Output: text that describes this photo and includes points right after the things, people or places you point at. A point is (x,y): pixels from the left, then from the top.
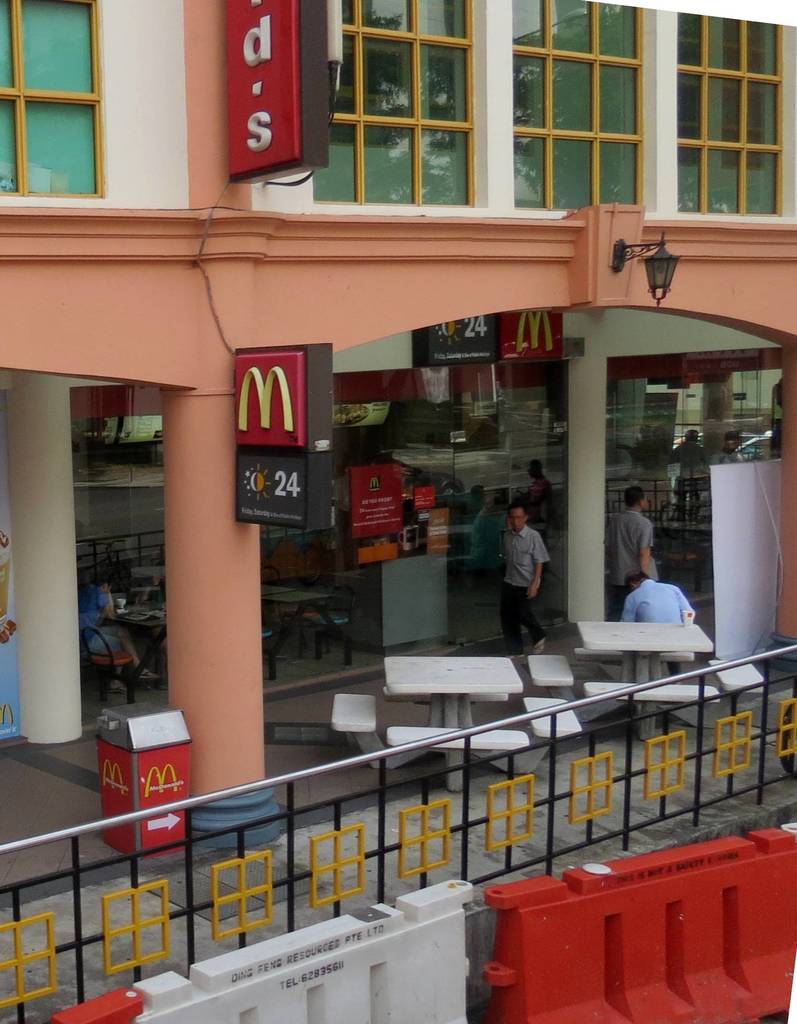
In this picture we can see a building (491,278), we can see tables (491,680) and chairs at the bottom (488,694), we can see pillars (580,601) here, on the left side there is a store (347,515), we can see railing (529,752) in the front (636,781), there is a lamp (640,246) here, we can see a hoarding (293,38) here.
